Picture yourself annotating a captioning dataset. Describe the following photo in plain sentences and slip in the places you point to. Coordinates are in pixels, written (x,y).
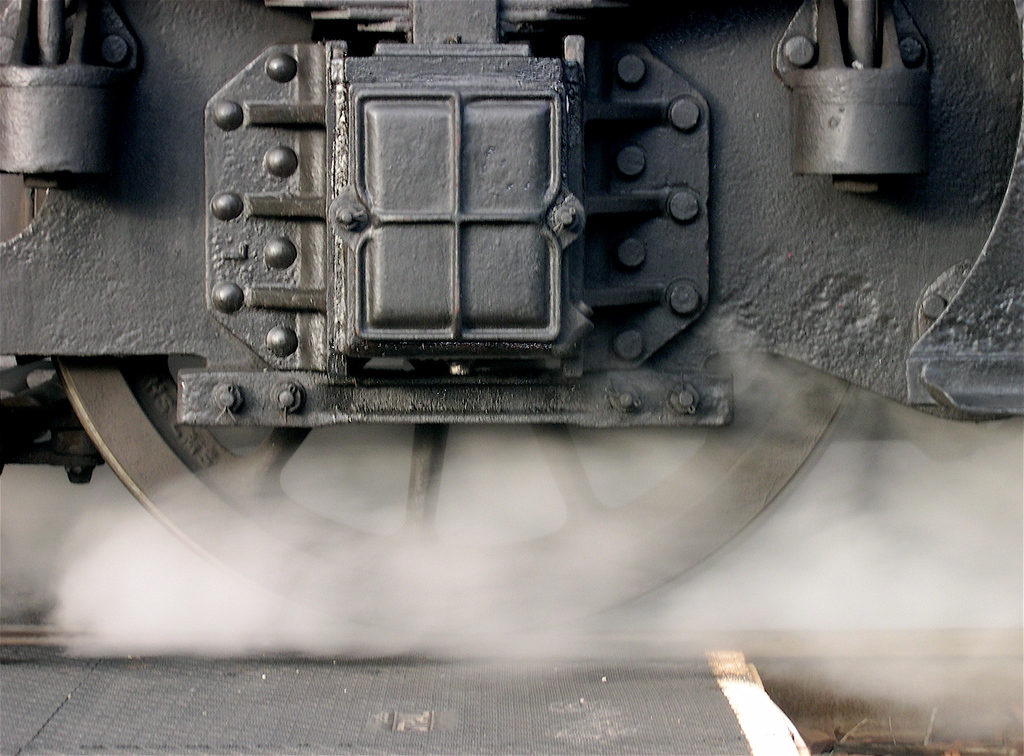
In this image we can see train wheel (580,550). There is a railway track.
